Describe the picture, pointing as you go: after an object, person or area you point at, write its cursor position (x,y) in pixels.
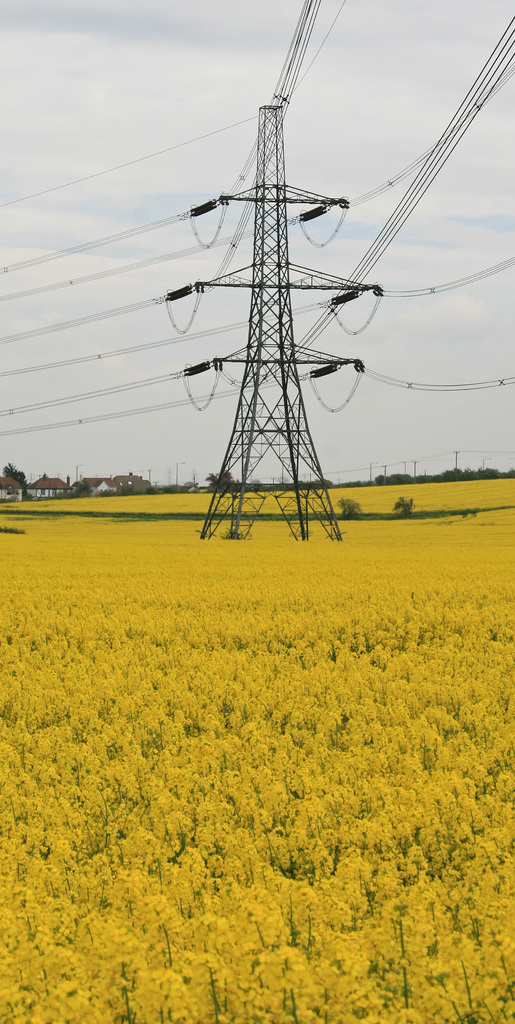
This image consists of a transmission pole (279,317). To which there are many wires (303,225). At the bottom (311,928), we can see the plants (266,622) in yellow color. At the top (232,180), there are clouds (252,257) in the sky (129,315).
